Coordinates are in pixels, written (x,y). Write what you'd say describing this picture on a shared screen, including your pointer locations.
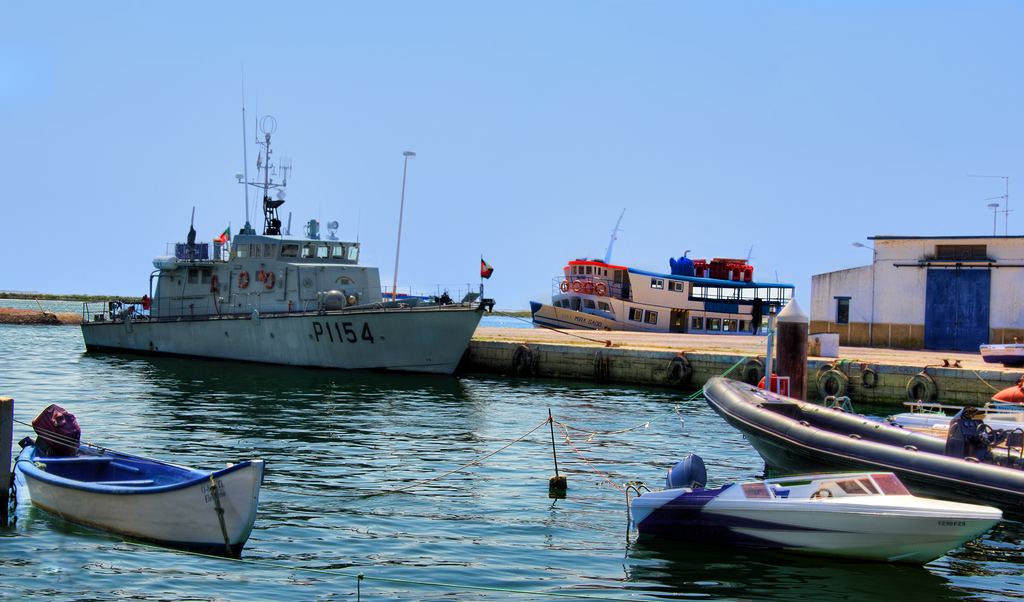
In this picture we can see the ships (293,313) and boats (932,532) on the water (556,518). On the right (853,301) there is a house (911,275), beside that we can see poles (1005,196) and street lights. At the bottom (396,429) we can see the water (429,537). At the top (702,72) there is a sky (566,104). In the background (4,291) we can see land (521,314). On the left (341,262) we can see the ship (247,198) on that there is a flag (226,226), poles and other objects (314,224).
